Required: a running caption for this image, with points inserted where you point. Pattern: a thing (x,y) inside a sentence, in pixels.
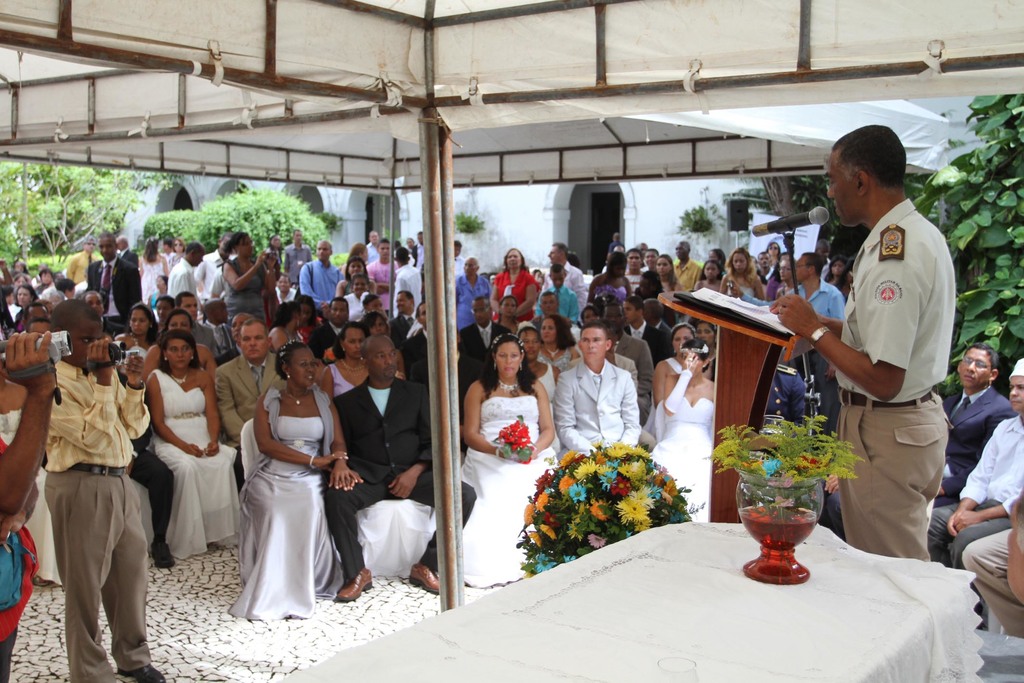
In this image, we can see a group of people (77,657). Few are sitting and standing. Here we can see table (556,648) covered with cloth (776,631), flower vase (755,537), plants (681,511), wall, rods (425,252). Right side of the image (903,418), a person (917,421) is standing near the podium (752,344). Here there is a microphone (798,220) and rod (796,284). Left side of the image (18,471), we can see few people (91,384) are holding cameras (134,360). Top of the image (529,120), we can see tents (231,107).
